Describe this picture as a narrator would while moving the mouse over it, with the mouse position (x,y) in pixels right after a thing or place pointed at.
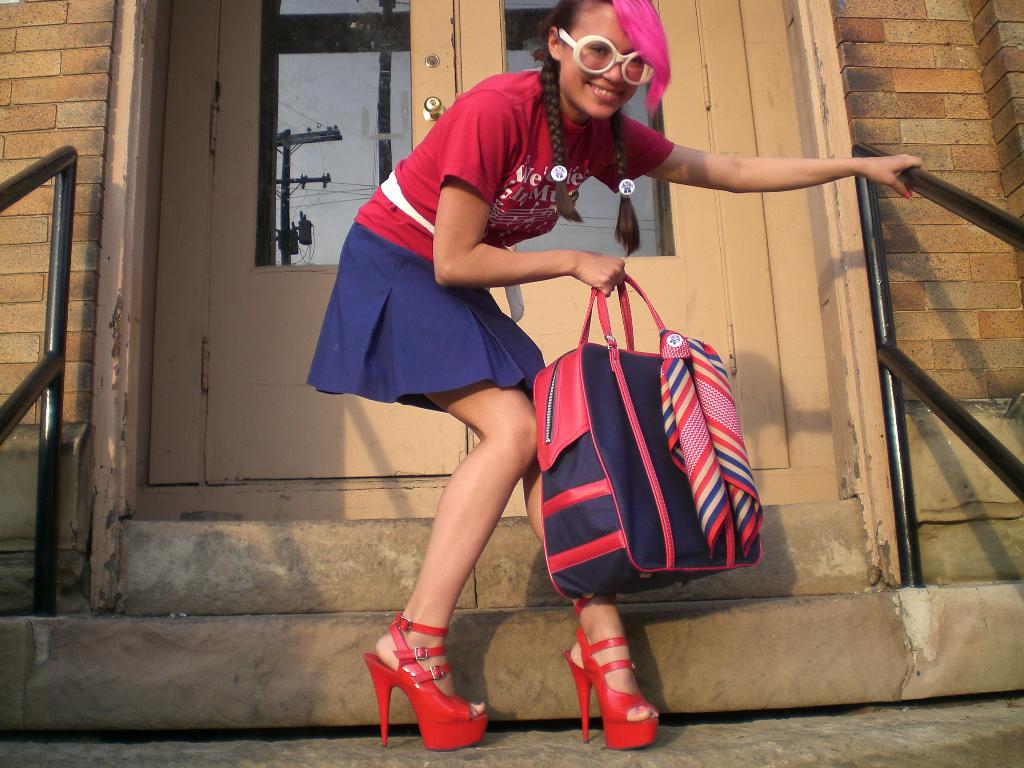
In this image we can see a woman (496,107) holding a bag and smiling and in the background (836,90), we can see a building (990,332) with doors (679,191).
